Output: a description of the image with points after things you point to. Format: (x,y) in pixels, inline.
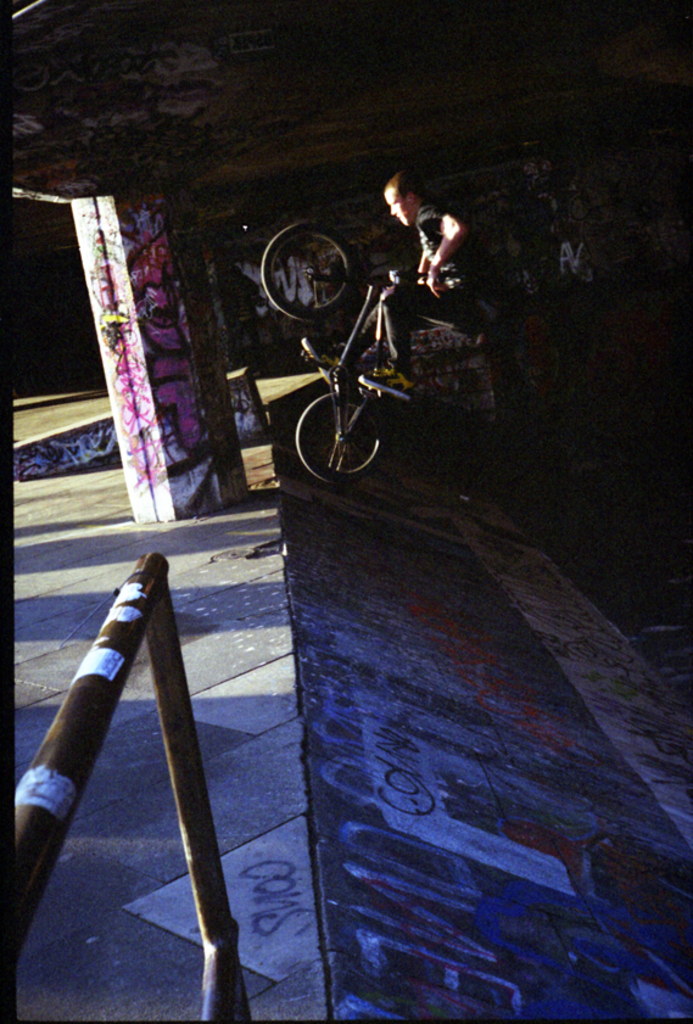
This Picture show a boy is stunting with the bicycle (352,448) on the slope (579,742), Front we can see the pipe fencing (159,605) and a pillar (192,468) in the middle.
